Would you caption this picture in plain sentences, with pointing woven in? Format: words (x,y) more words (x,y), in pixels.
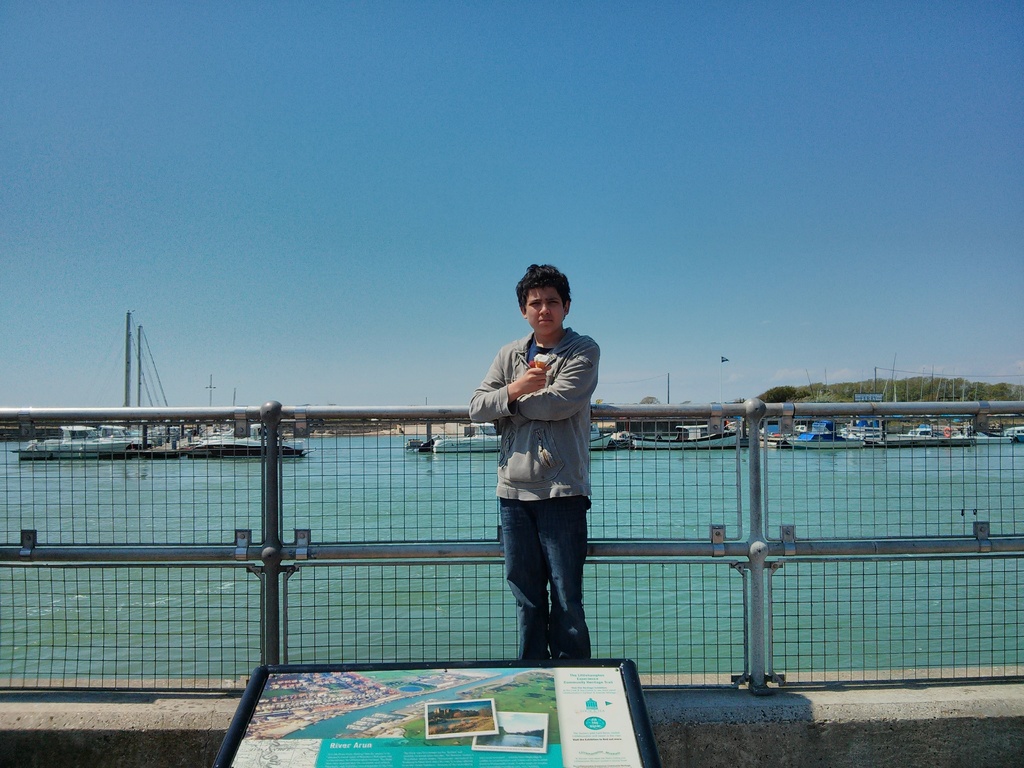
At the bottom of this image (517,672), there is a board (494,741) having images (482,688) and texts (594,680). In the background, there is a person (576,414) in a gray color shirt (493,386), standing on the wall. Behind this person (522,453), there is a fence (451,482). Outside this fence (972,495), there are boats (704,432) on the water (939,512). In the background (922,367), there are mountains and there is the sky (925,99).
